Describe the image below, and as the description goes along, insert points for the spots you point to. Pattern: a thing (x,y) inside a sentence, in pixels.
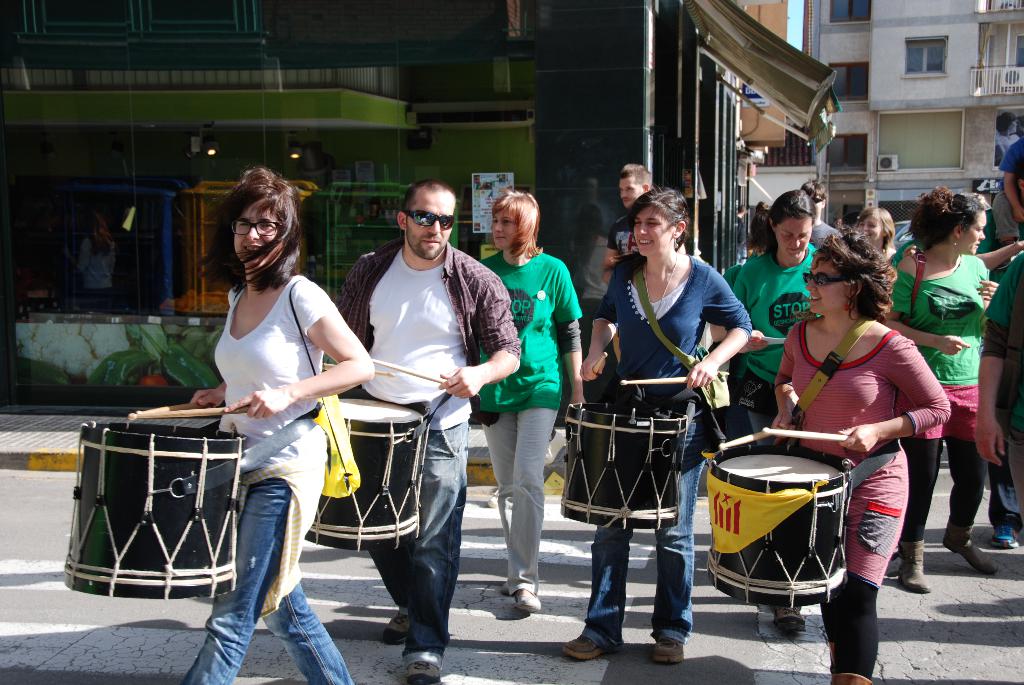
There is a group of people (245,566) who are holding musical instruments (794,517) in their hands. There is a woman (594,594) standing at the center (627,291) and there is a another woman (850,380) who is at right corner (834,394). There is other man (432,220) who is at left side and there is other woman (272,335) who standing at the left corner (272,335) and in the background (887,92) there is a building (966,77).
